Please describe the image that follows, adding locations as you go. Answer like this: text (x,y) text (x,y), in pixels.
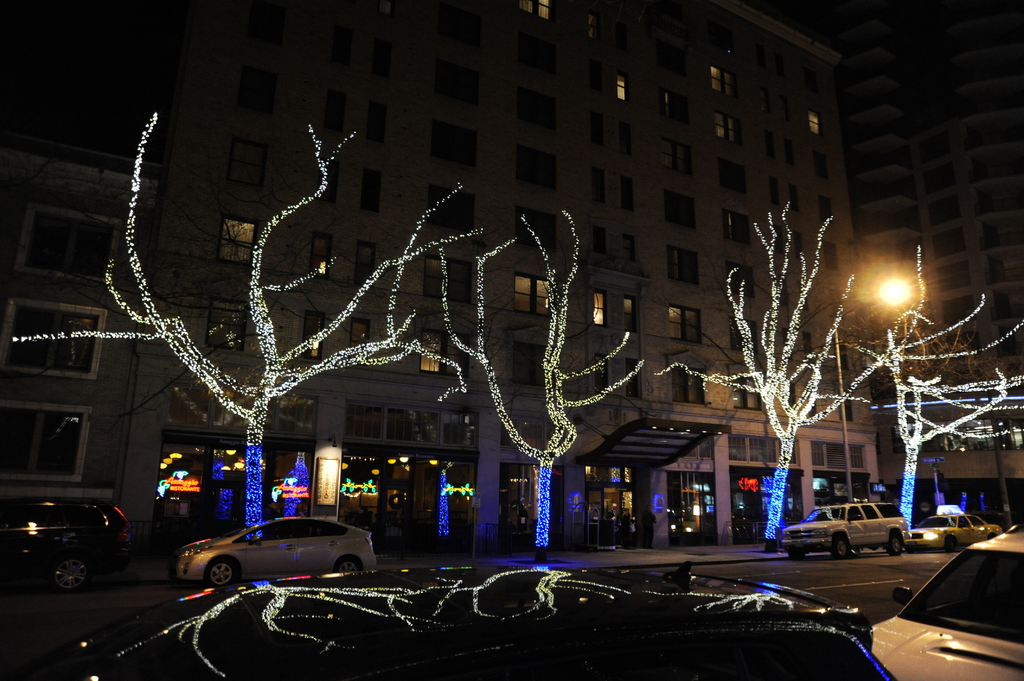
In this image, we can see fairy lights (260,320) for the trees (535,449) and there are vehicles (572,582) on the road (858,596). In the background (382,206), there are buildings (650,169), poles (848,449) and we can see lights (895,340).
